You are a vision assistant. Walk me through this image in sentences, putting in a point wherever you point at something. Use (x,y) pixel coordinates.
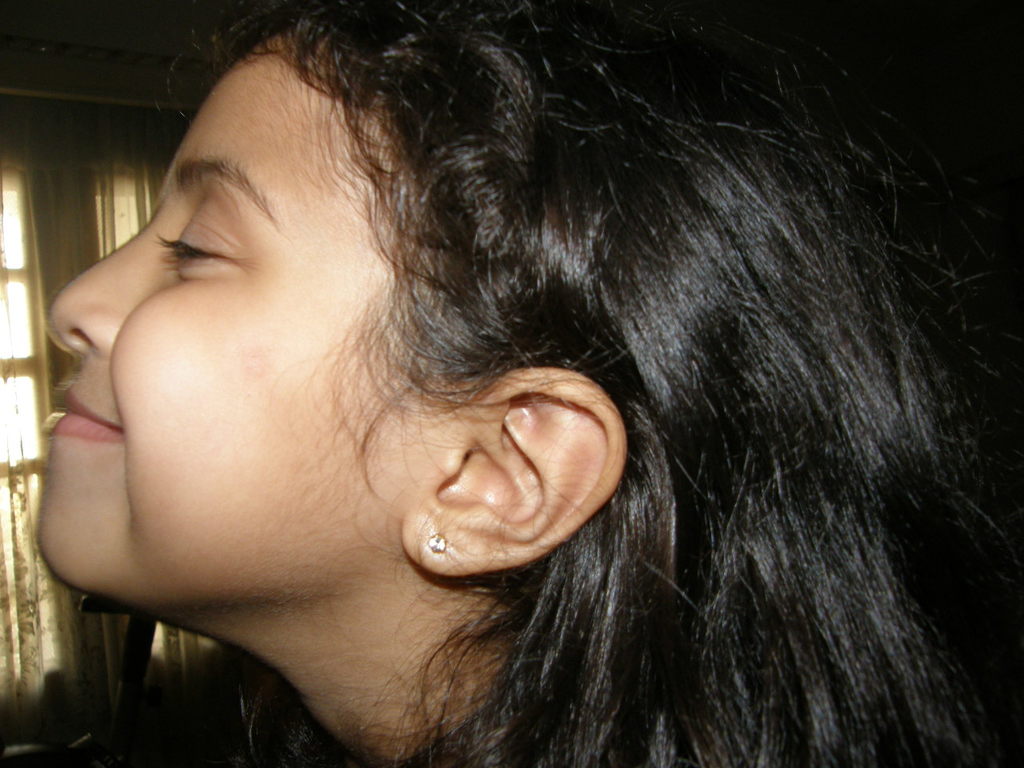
In the image we can see a girl (445,454) wearing ear studs (438,542) and she is smiling. Here we can see the window (19,328) and the window curtains (56,261).
